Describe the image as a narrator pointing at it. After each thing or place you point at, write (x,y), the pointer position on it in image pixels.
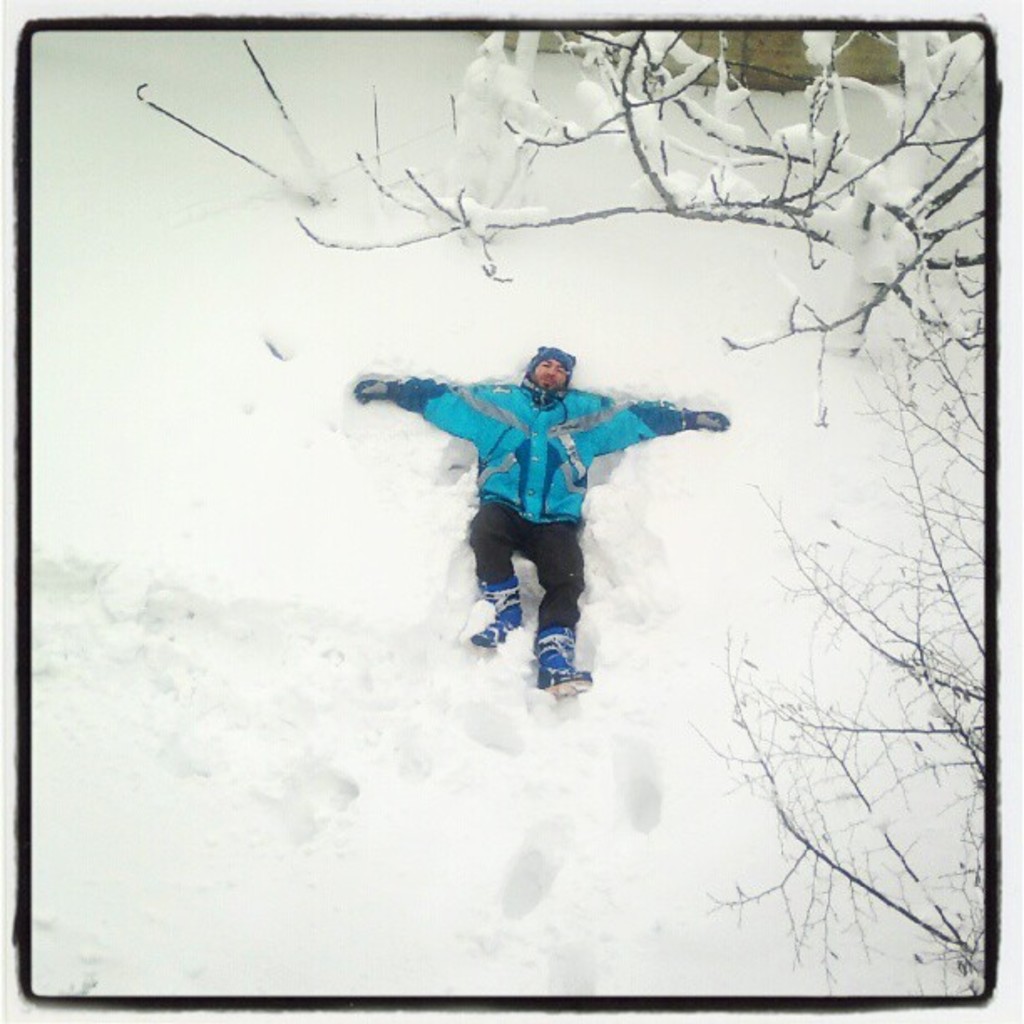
This is the man (484,435) lying on the snow (443,520). He wore a cap (570,361), jerkin (543,478), trouser (581,575), gloves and shoes (560,657). This looks like a tree (904,272) with branches (924,326), which is partially covered with the snow (814,139).
